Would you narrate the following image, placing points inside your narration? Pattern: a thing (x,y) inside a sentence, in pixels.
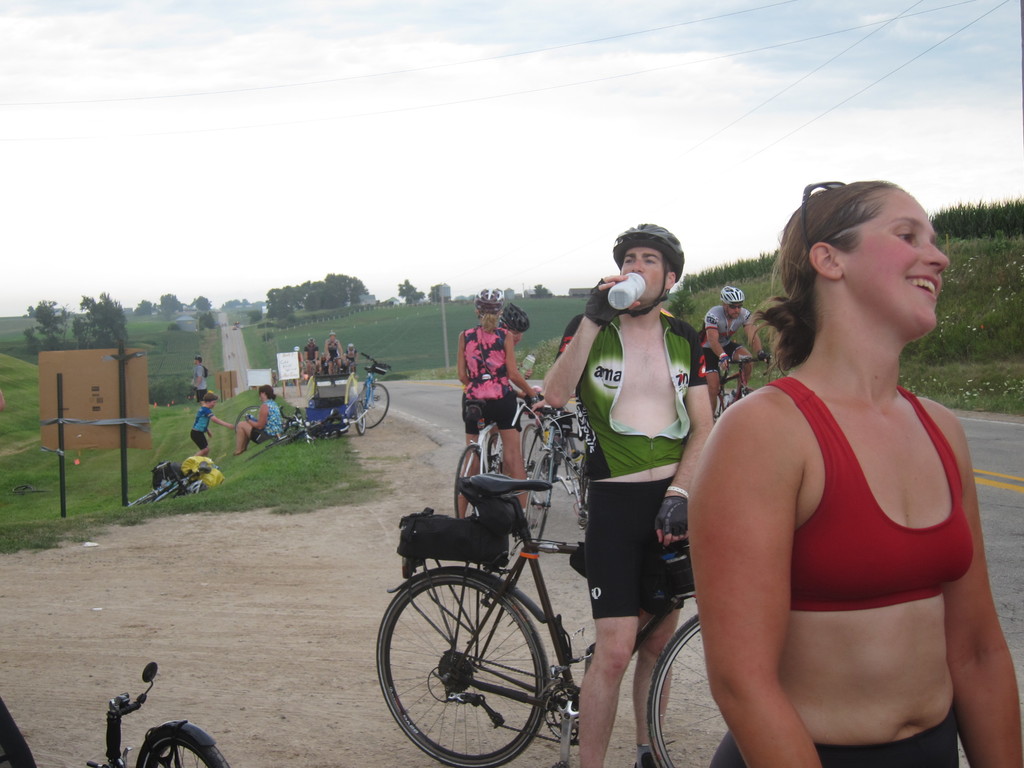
The person (616,405) wearing green jacket (604,377) is drinking water (630,294) and there is a cycle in between him and the lady (798,438) wearing red sports bra (826,445) is standing at the right corner (763,396) and there are group of riders (329,359) in the background (318,365) and the background is greenery (233,460).
